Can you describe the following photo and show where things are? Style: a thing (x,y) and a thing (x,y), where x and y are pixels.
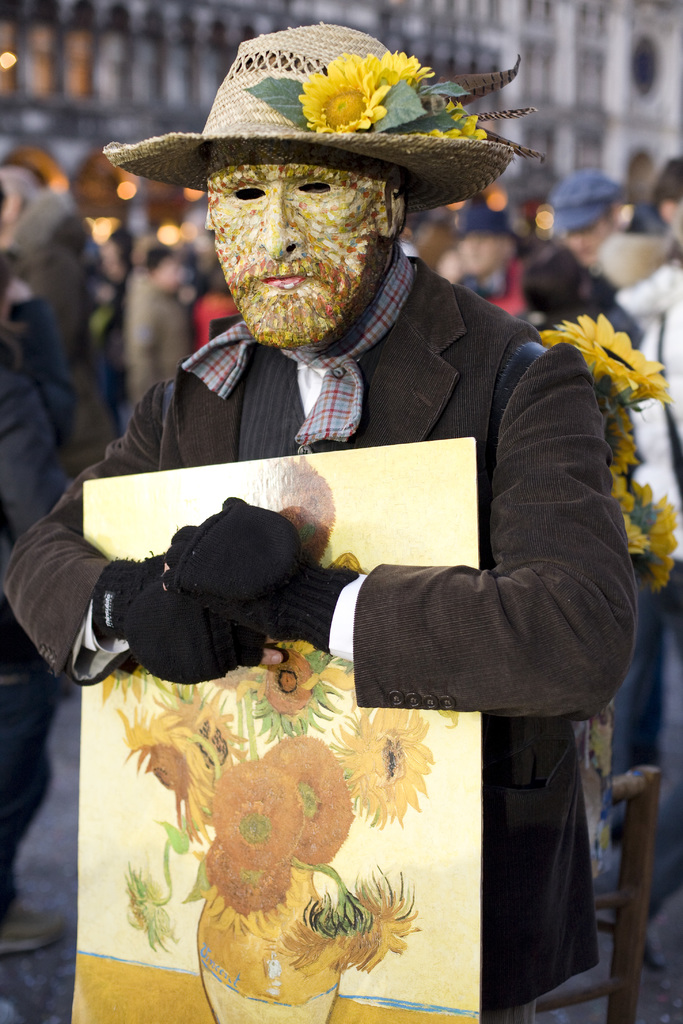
In this picture there is a man (555,453) wearing a brown jacket (483,617) and holding the painting frame (208,757) in the hand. On the face (259,244) there is a mask (324,238) and cowboy hat (262,113) on the head (324,238). Behind we can see people (64,307) standing on the road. In the background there is a building (90,76).
